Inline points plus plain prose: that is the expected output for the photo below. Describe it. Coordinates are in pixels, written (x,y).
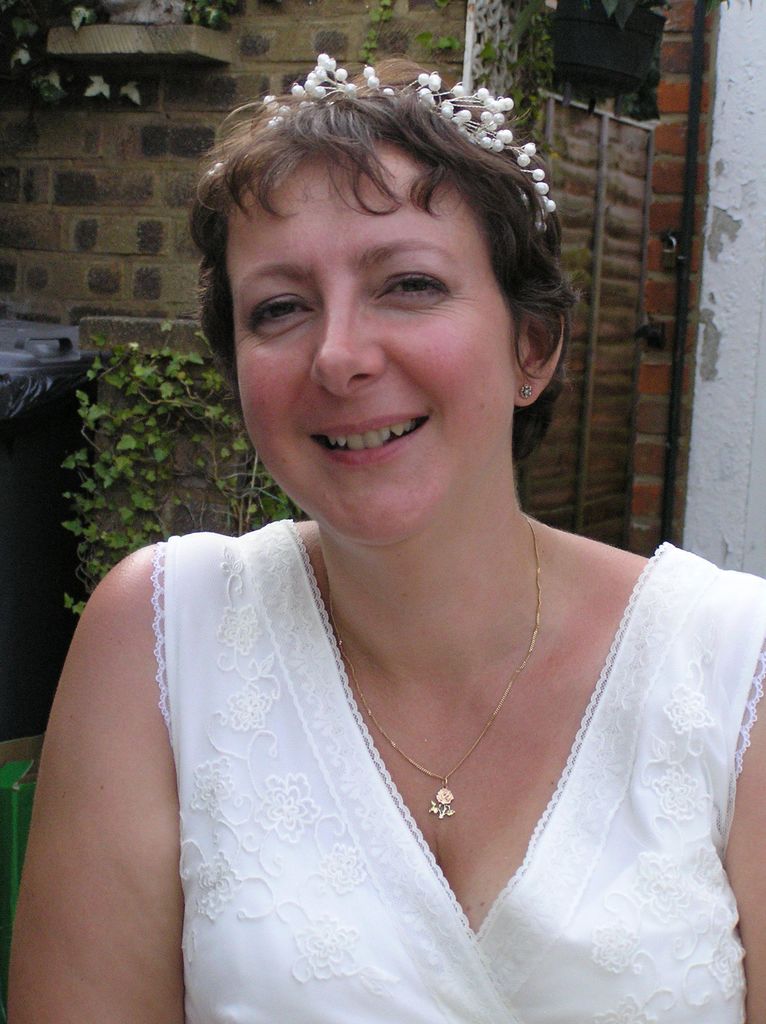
In this picture we can see a woman (324,712) in the white dress (214,961) is smiling. Behind the woman (448,501) there is a wall (117,178) with pipes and a plant (575,56). In front of the wall (104,213) there is a plant (98,436) and a dustbin (35,526).
